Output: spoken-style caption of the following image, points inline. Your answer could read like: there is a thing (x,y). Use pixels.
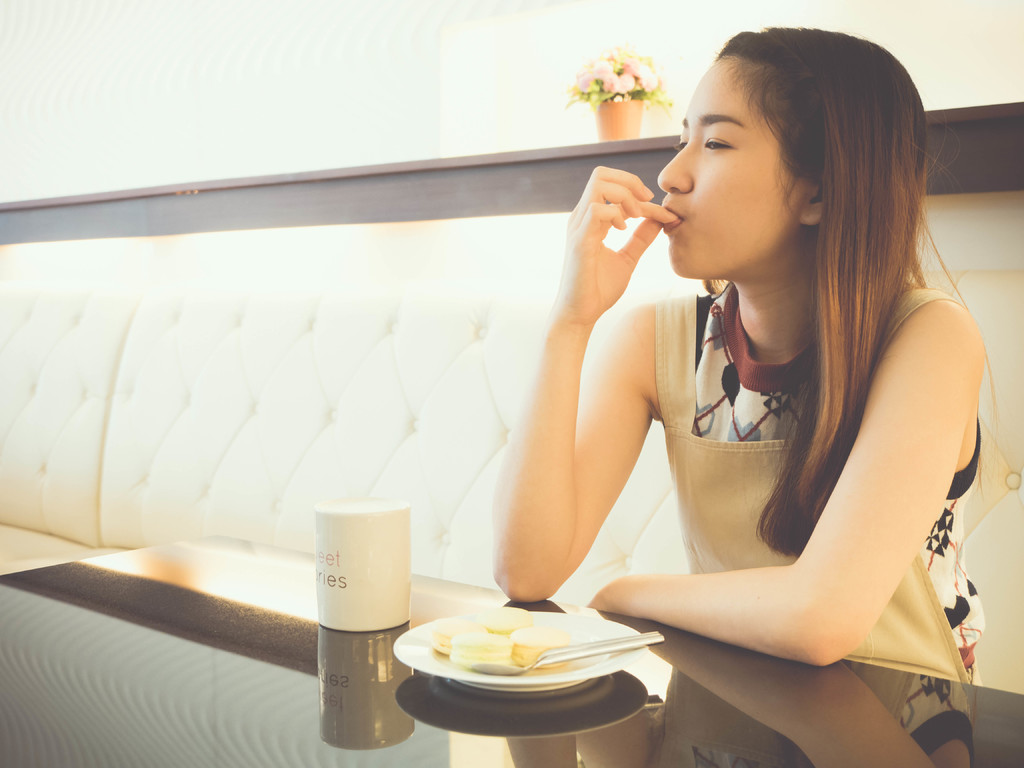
In this image there is a table (837,733) which is in black color on that table (427,691) there is a plate (540,668) which contain some food (519,637) there is a glass (367,580) which is having coffee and in the background (617,117) there is a flower pot (604,122) placed on the wall (529,110) and the wall (392,105) is off white color.
